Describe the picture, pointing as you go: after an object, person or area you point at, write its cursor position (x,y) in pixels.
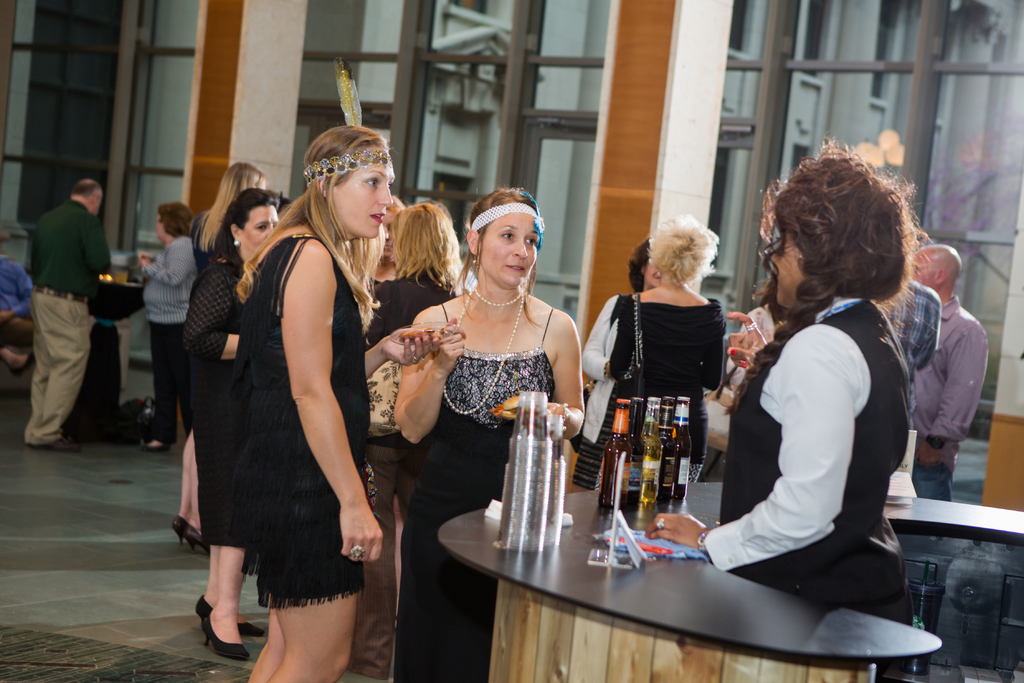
In this image there are a group of people (347,353) who are standing and some of them are talking, in the foreground (812,617) there is one table (543,575) and on the table (660,633) there are some glasses (543,490) and bottles (658,477). In the background (262,102) there is a building (671,143), at the bottom (110,638) there is a floor (65,578).
